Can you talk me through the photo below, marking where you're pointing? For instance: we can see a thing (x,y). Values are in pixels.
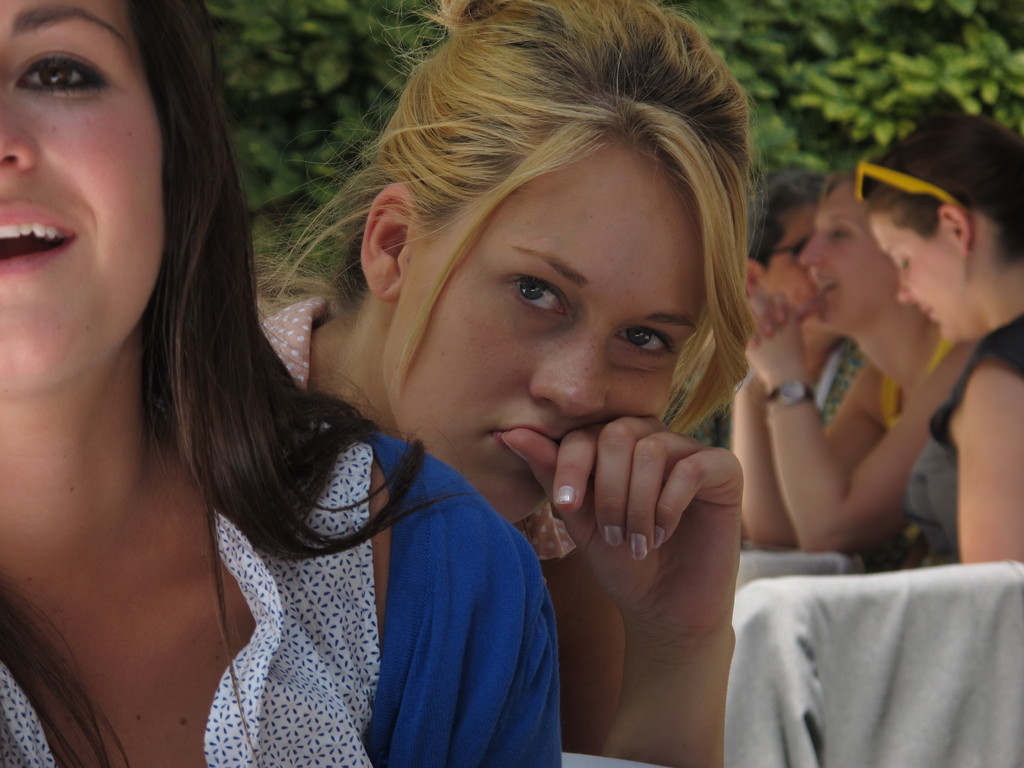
In this image we can see many people (745,439). One lady (771,431) is wearing watch (780,391). Another lady (899,202) is having goggles (882,174) on the head (872,202). In the back (315,69) we can see leaves (318,93).
